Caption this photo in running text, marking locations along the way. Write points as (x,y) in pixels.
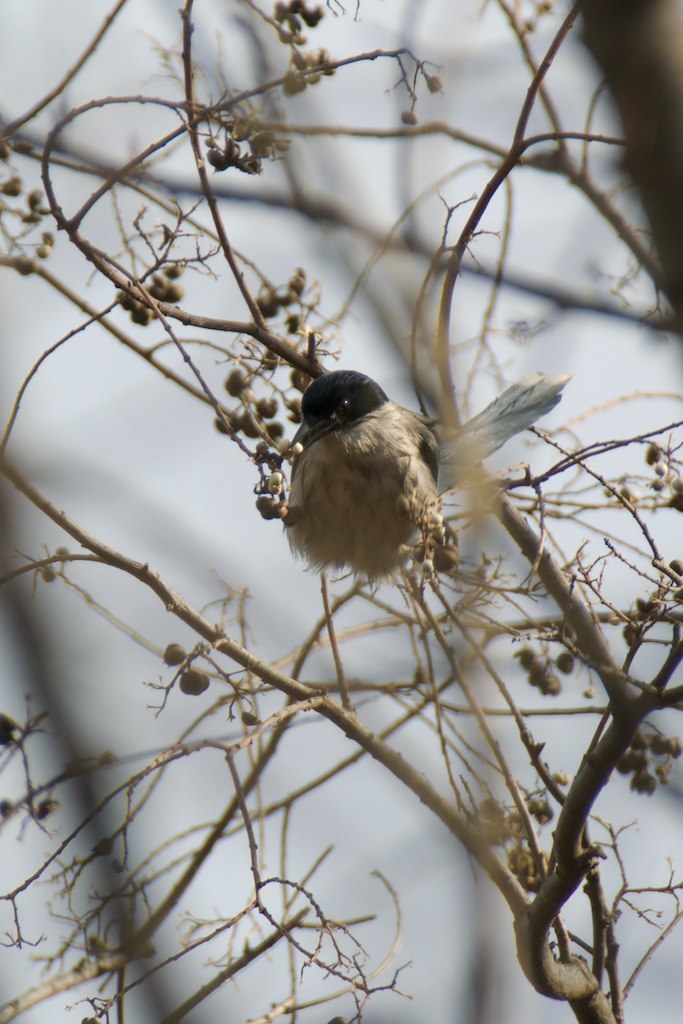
In this picture there is a bird (464,439) on the tree (581,614) and there might be fruits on the tree (574,606). At the back (195,571) the image is blurry.
